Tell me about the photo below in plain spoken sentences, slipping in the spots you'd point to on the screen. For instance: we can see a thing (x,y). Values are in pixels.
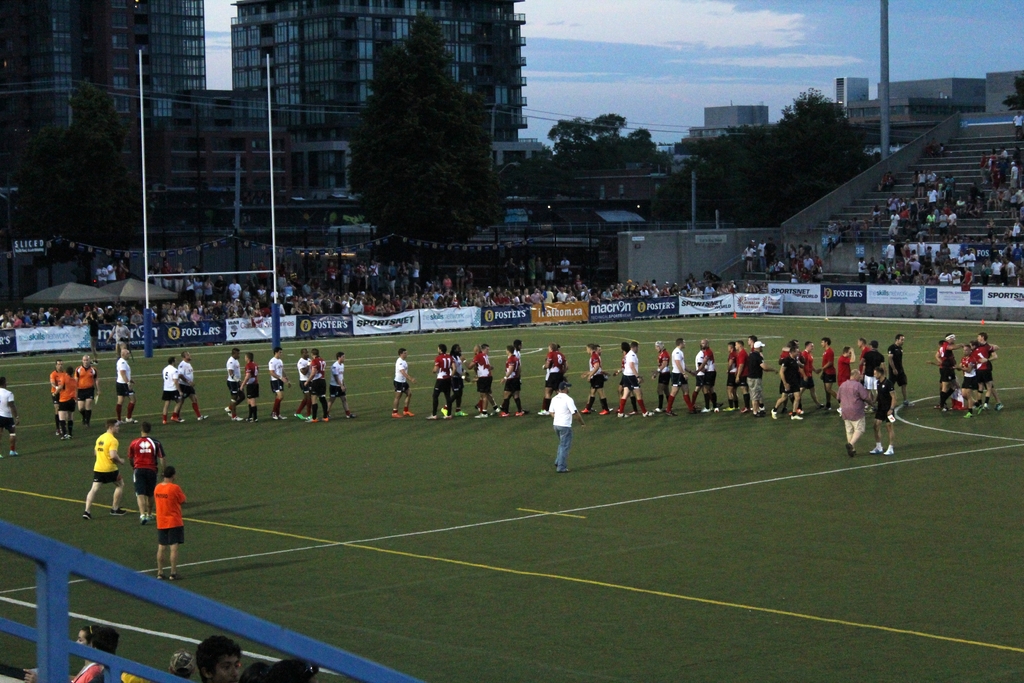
As we can see in the image, there are few people (434,407) standing on ground (150,359) and there are posters (327,324) all around here and on the right side (967,224) there are stairs (976,218) and few trees (412,183) here and there. In the background (181,40) there are buildings (262,64) and houses (250,127). On the top (660,72) there is a sky (662,77).
